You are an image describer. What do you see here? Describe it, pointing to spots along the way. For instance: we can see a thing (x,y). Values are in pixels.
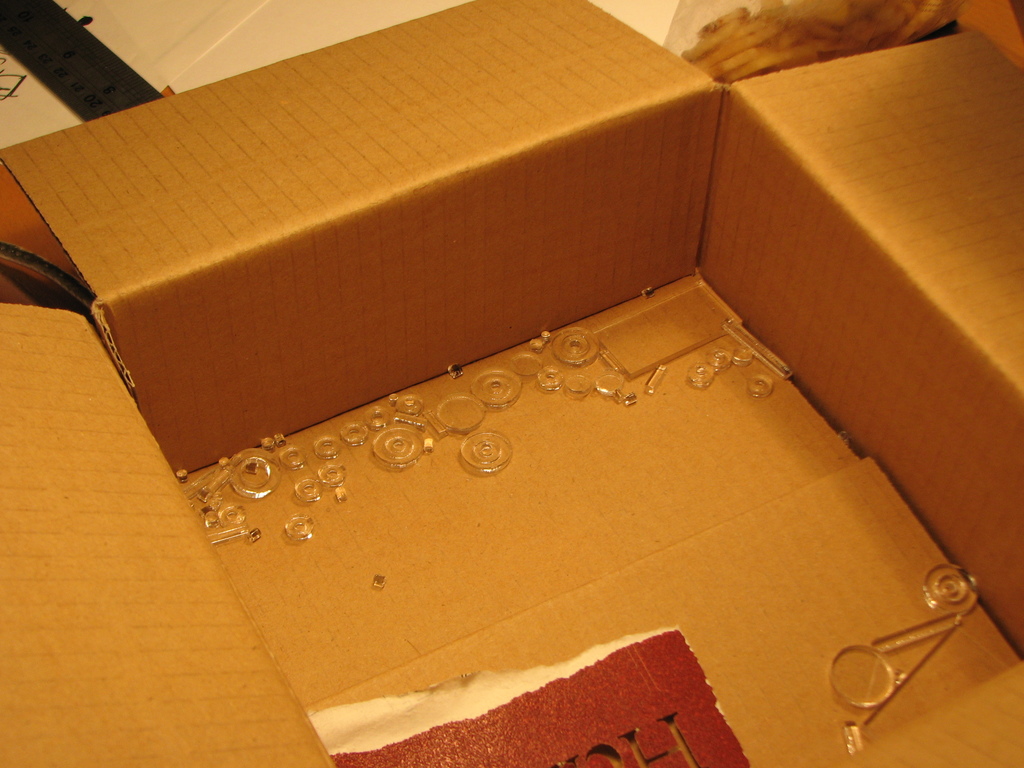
In this image we can see a box (792,296). There are many objects (500,442) placed in the box (538,409). There is an object (752,54) at the right top most of the image (804,33). There is a ruler (116,60) at the left top most of the image (101,56).
